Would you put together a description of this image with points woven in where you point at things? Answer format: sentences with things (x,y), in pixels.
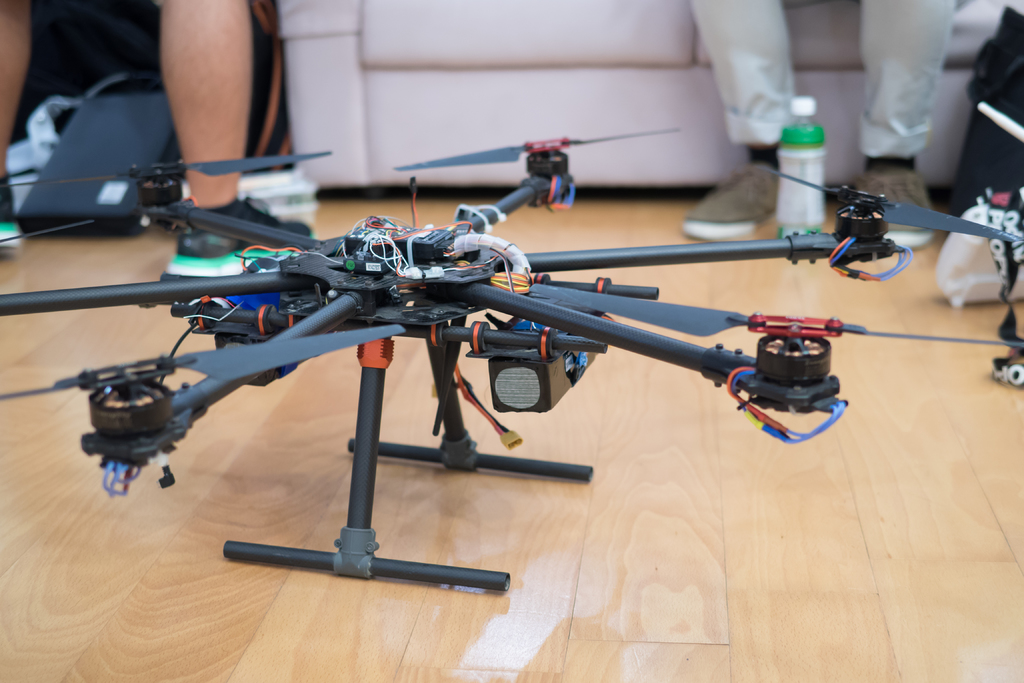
In the image there is some gadget (450,348) kept on the floor (462,472) and around that gadget (352,271) there are some other things (802,147) and there are legs (198,4) of two people (931,236) visible in the image.
